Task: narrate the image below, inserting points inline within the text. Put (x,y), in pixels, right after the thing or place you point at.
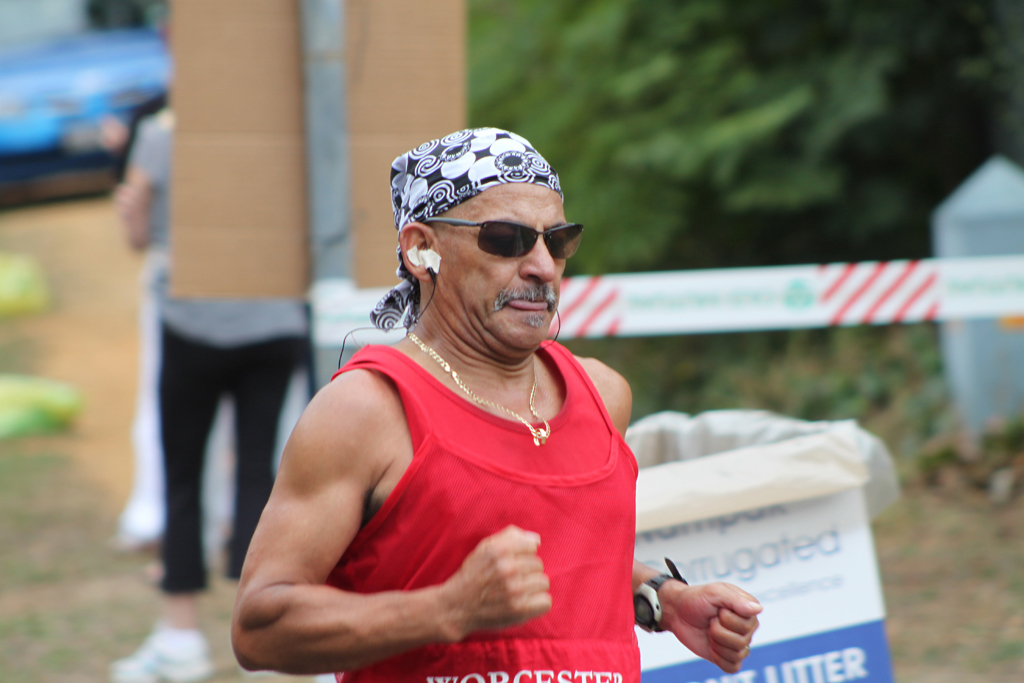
In this picture, we can see a man (506,538) in the red t shirt (622,652) is running on the path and behind the man (353,500) there is another person (207,442) is standing, trees (576,61) and some blurred things (308,269).
